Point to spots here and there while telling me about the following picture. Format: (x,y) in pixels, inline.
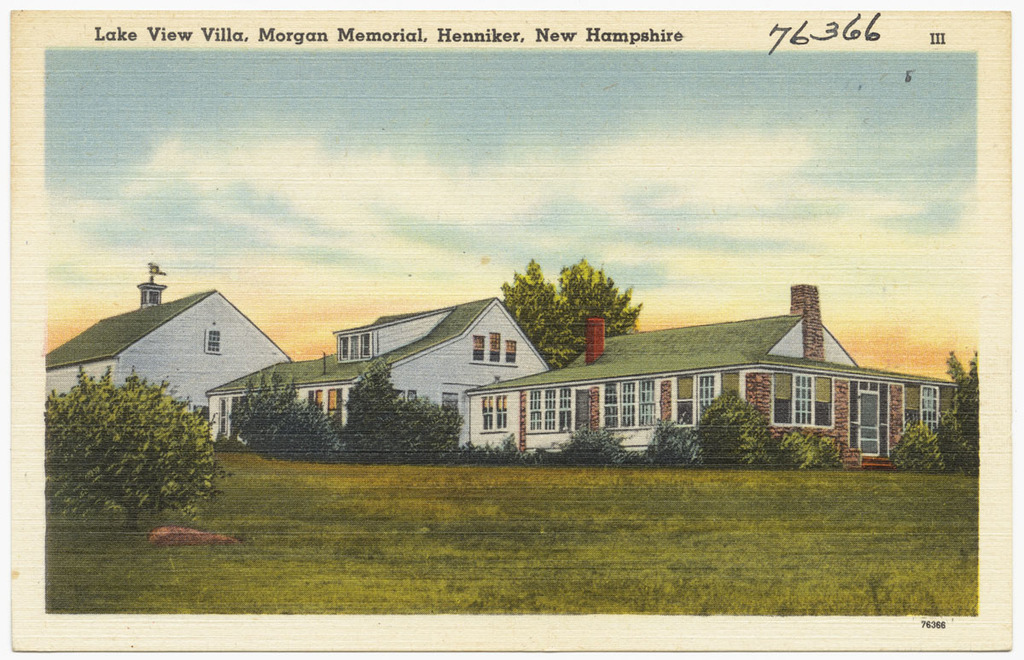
This is a photo and here we can see buildings (577,386), trees (397,421). At the top (313,41), there is some text (295,42) and at the bottom (527,532), there is ground (573,540).
